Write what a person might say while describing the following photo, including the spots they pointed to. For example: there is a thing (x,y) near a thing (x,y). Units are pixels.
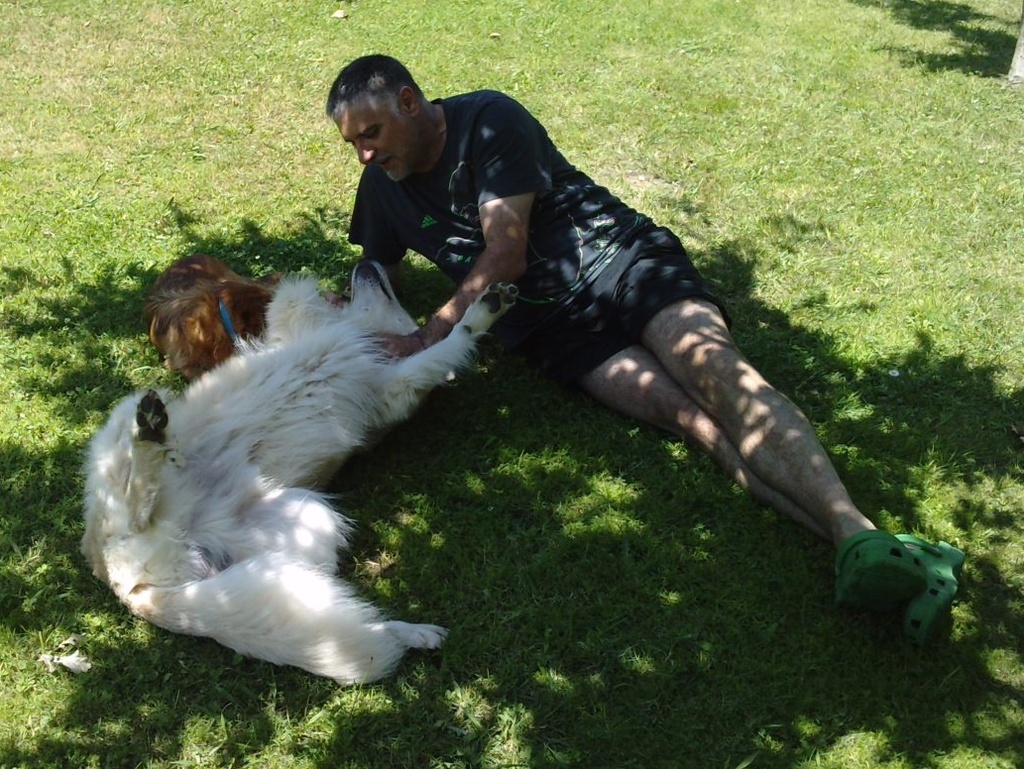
In this image i can see a man (411,163) laying and a dog (319,352) laying on the floor (232,189).
